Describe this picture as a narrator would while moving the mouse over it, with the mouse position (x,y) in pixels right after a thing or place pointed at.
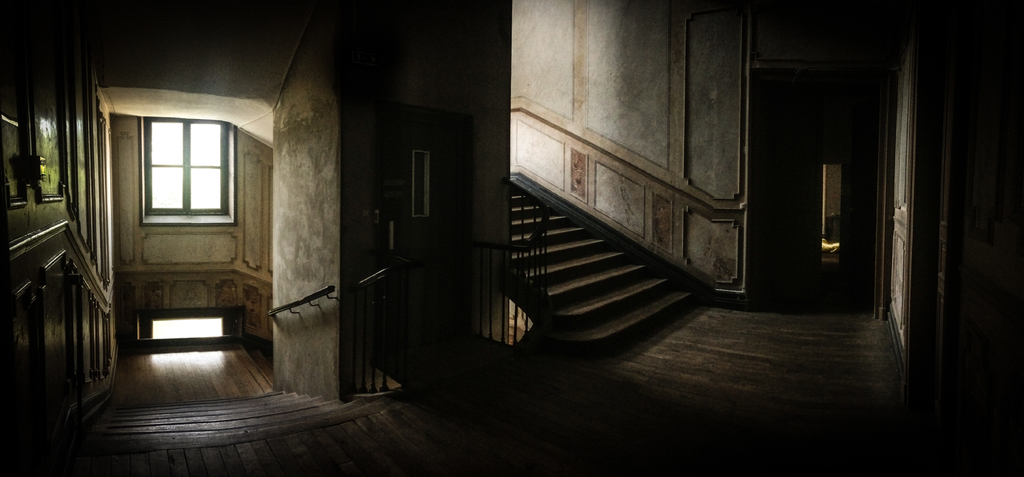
This image is taken inside a building (222,189). There are staircases (541,312), railings (362,282), walls (559,179), window (198,137). At the bottom of the image (616,404) there is wooden flooring (469,447).
